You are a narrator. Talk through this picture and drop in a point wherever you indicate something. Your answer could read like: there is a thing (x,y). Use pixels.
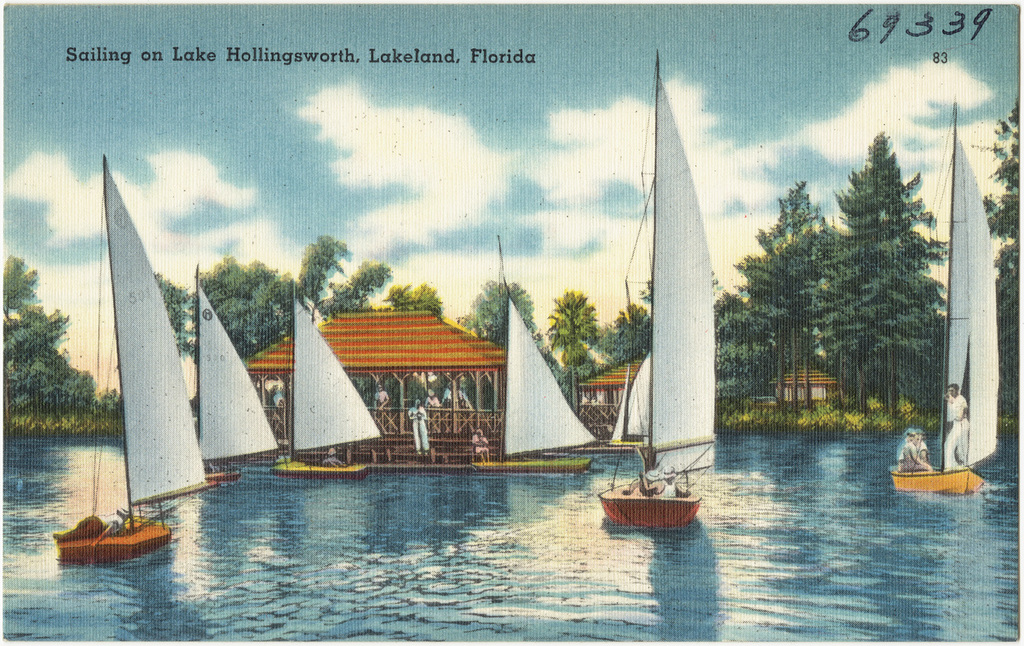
In the foreground (641,502) I can see boats (636,518) and group of people (670,483) in the water (622,572). In the background (282,429) I can see a fence (469,419), houses (467,381), plants (53,417) and trees (725,354). On the top (290,116) I can see the sky (322,26) and a text (157,52). This image is taken during a day near the lake (581,543).
